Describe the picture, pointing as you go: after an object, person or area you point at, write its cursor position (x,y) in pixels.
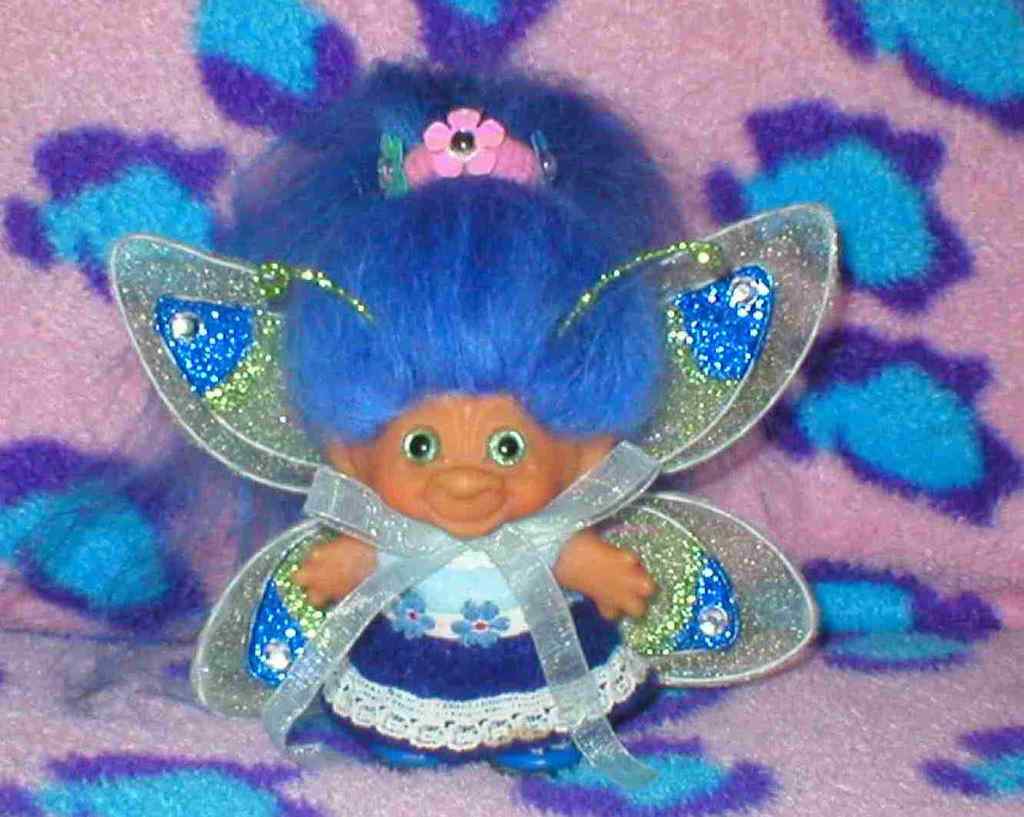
In the center of the picture (456,358) there is a toy (456,421) in blue color, it is having wings (697,420). The toy (721,386) is placed on a pink and blue colored bed sheet (73,69).
